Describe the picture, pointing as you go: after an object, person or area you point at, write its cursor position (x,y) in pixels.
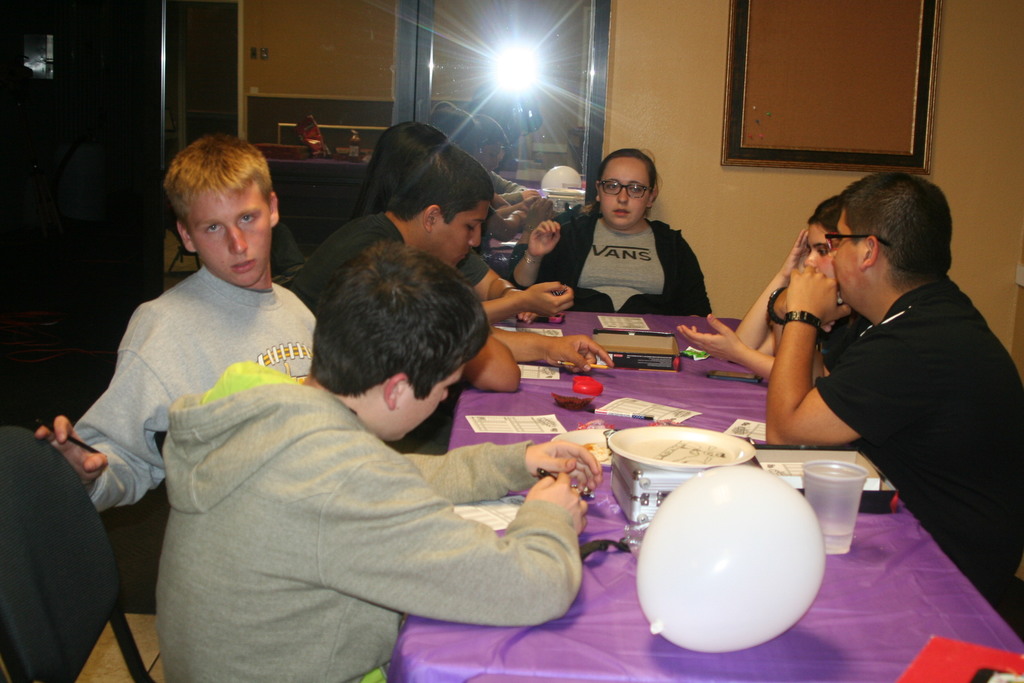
In the image we can see there are people (822,259) who are sitting on chair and on the table (842,655) we can see there is a balloon (780,539), glass (837,475) and in a plate (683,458) there are snacks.
